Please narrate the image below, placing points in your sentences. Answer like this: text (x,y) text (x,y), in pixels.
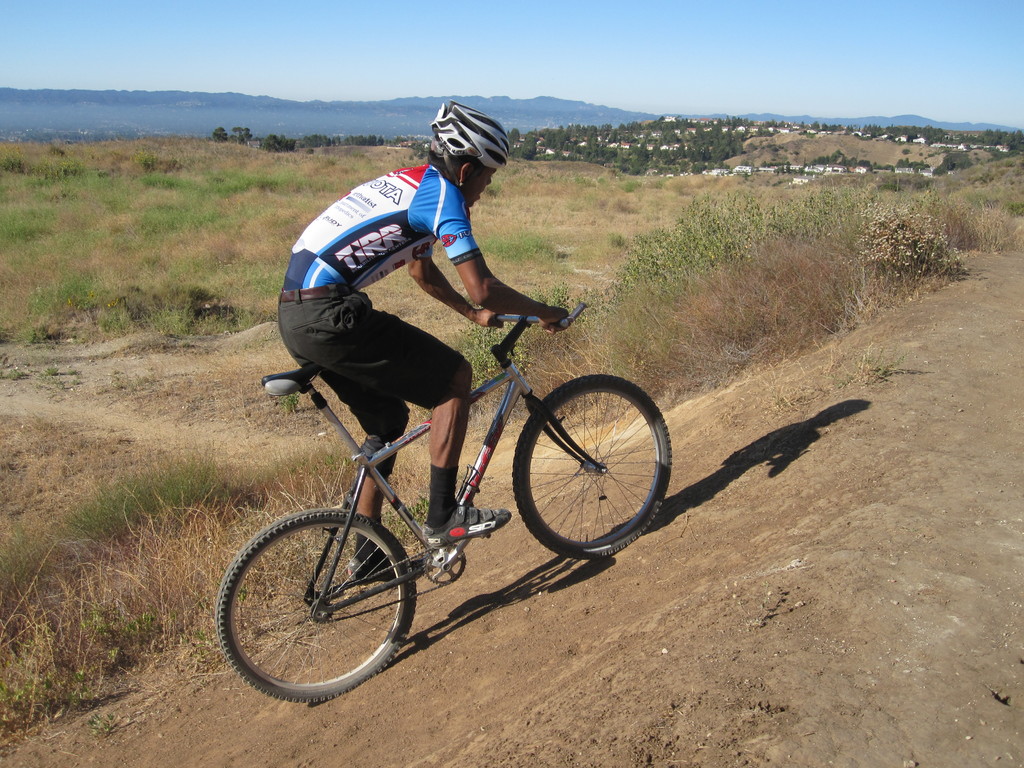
In this image, we can see some plants (765,234). There is a person (420,248) in the middle of the image (419,282) riding a bicycle (479,470). There is a sky (541,65) at the top of the image (516,35).
